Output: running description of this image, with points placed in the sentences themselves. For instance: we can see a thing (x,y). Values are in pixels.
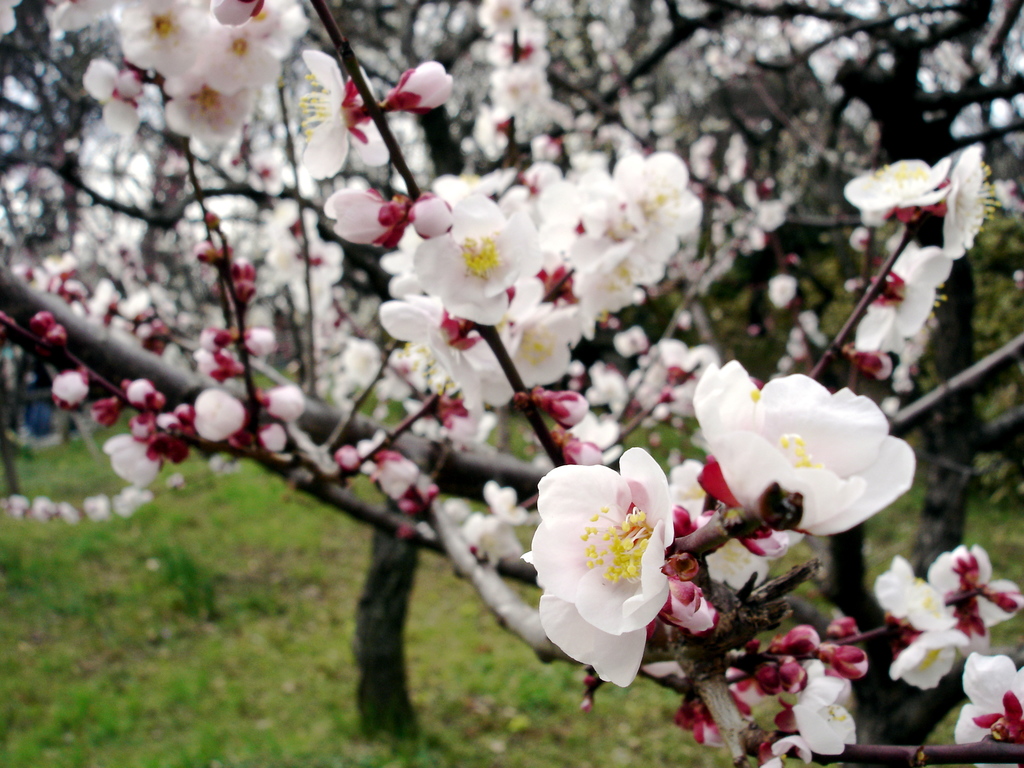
As we can see in the image there are trees (884,78), grass (192,583) and flowers (612,271).
